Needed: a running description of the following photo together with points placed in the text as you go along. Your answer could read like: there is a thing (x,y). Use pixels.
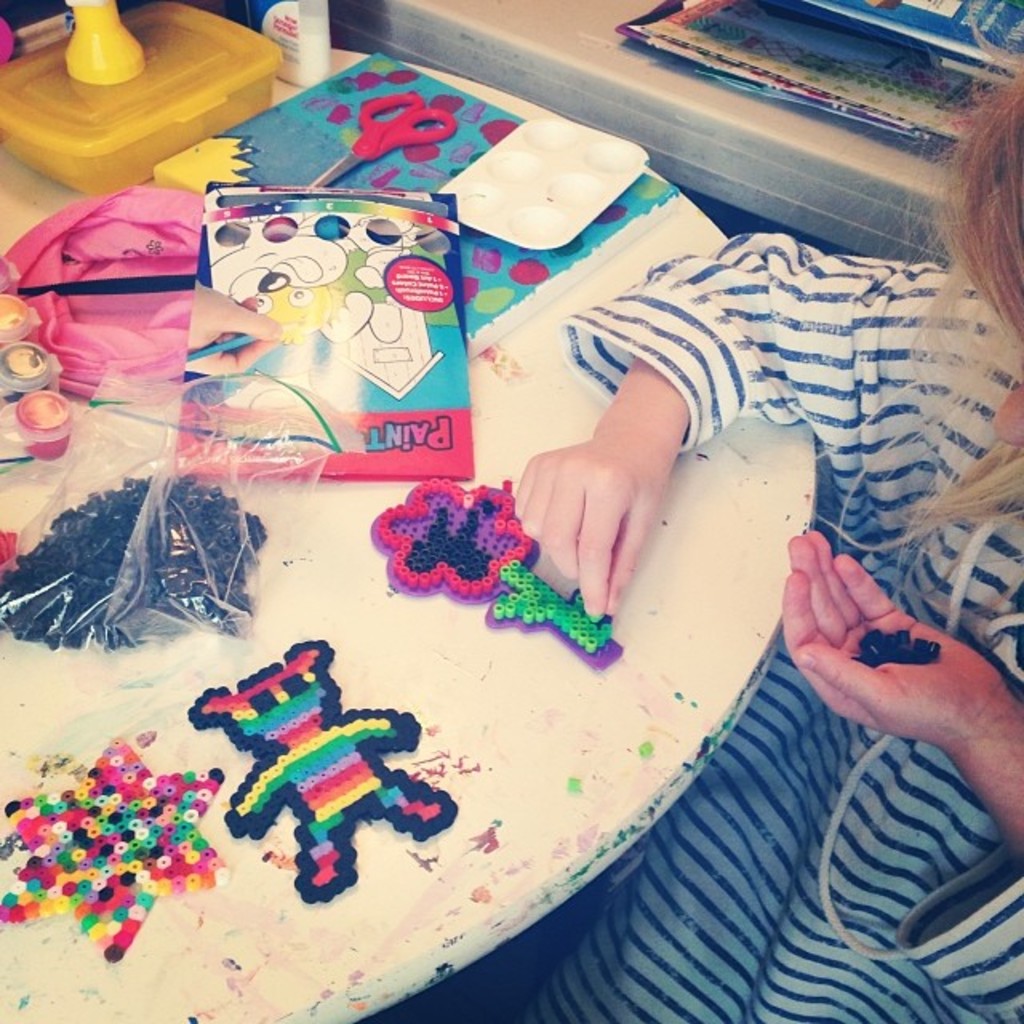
In this image there are some toys (34,858) on the table (686,670) and girl (655,398) is sitting on the right side (791,257).
